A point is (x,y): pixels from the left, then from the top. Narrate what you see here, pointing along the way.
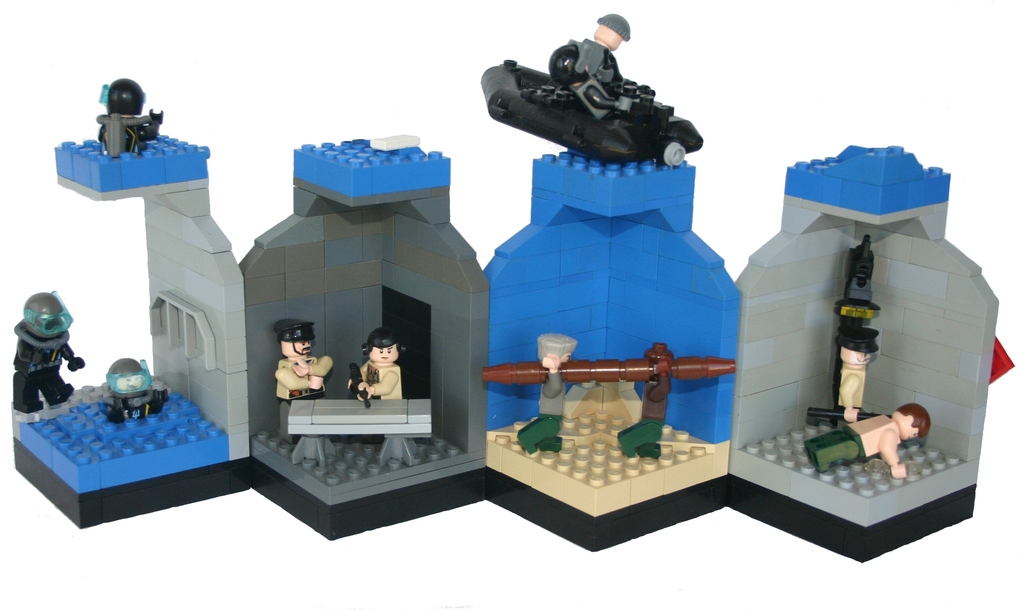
In this image we can see there are lego boards (718,471) and toys (894,476).
